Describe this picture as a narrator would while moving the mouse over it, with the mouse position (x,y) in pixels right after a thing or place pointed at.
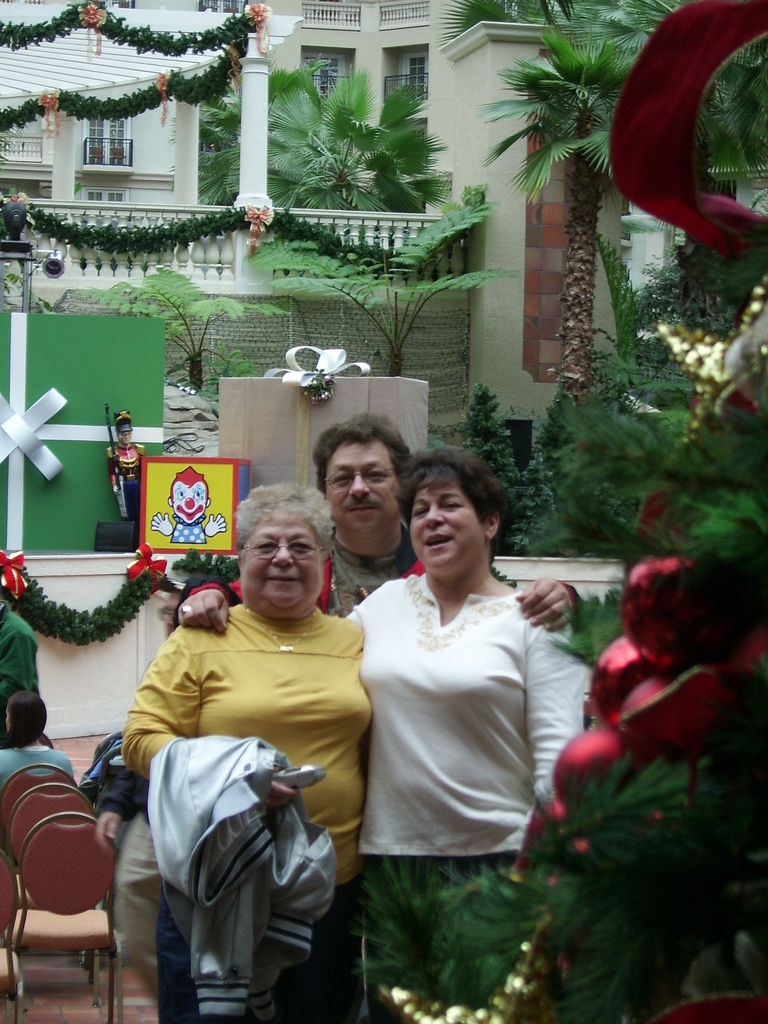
In this image, we can see 3 peoples (294,629) are stand in the middle (451,637). And the right side (649,801), we can see Christmas tree (683,473) with decoration balls (679,612). On the left side (52,925), we can see few chairs (58,844) and a woman (38,715) and human (19,664) is standing here. At the background (150,438), we can see gift box (353,394) and toy (125,459), some plants (343,258), tree (520,106), building (323,49) here.
